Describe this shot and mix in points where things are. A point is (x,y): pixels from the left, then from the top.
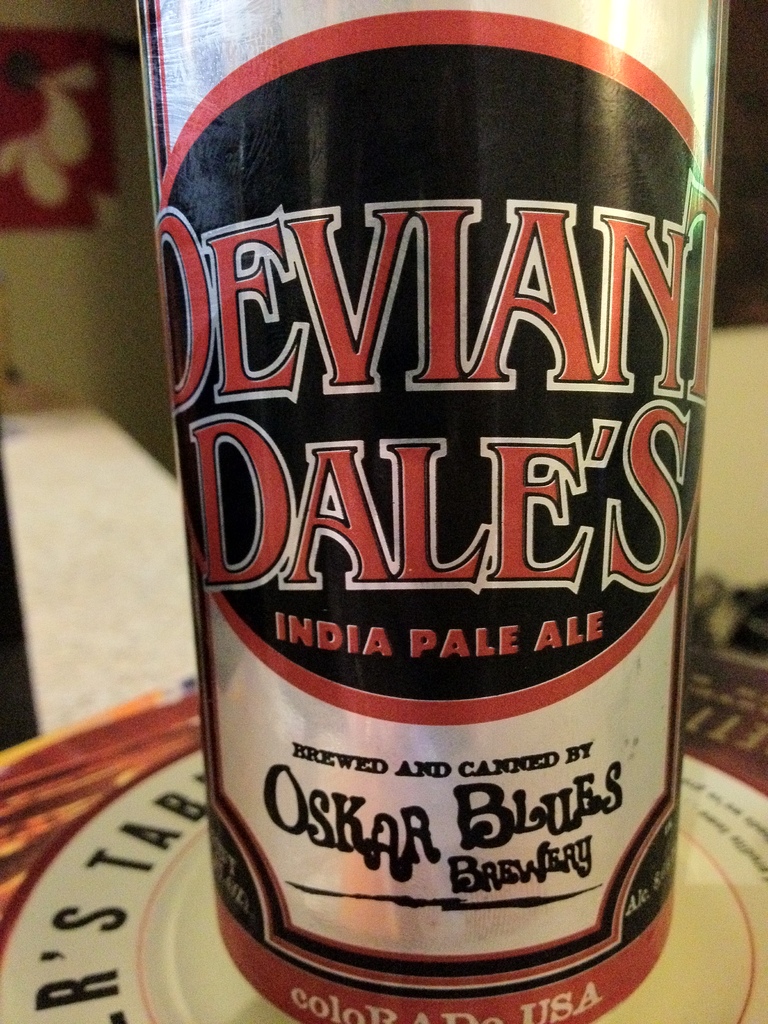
In this picture, it looks like a bottle (411,361) which is covered by a label (347,497) and the bottle (390,535) is on an object (192,822). Behind the bottle (310,455) there is the blurred background (47,464).
